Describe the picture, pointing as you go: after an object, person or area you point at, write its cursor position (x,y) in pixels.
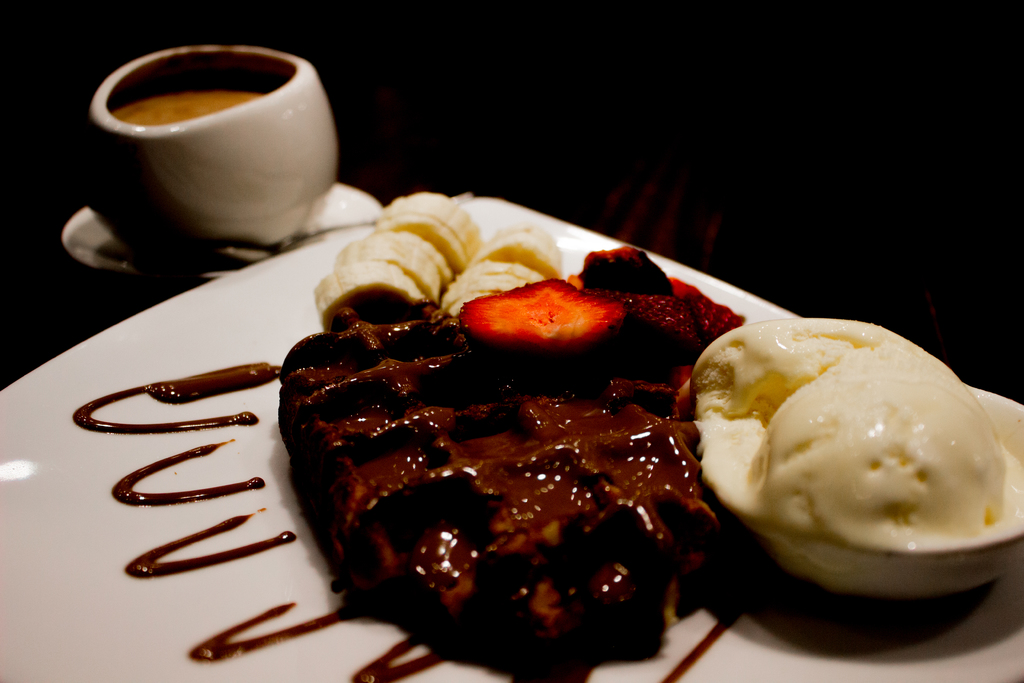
In this image we can see a plate (218,317) with food item (500,430). Near to the plate (203,299) there is a bowl (212,119) with some item (156,114). And the bowl (164,126) is on a saucer (187,262). In the background (156,286) it is dark.
